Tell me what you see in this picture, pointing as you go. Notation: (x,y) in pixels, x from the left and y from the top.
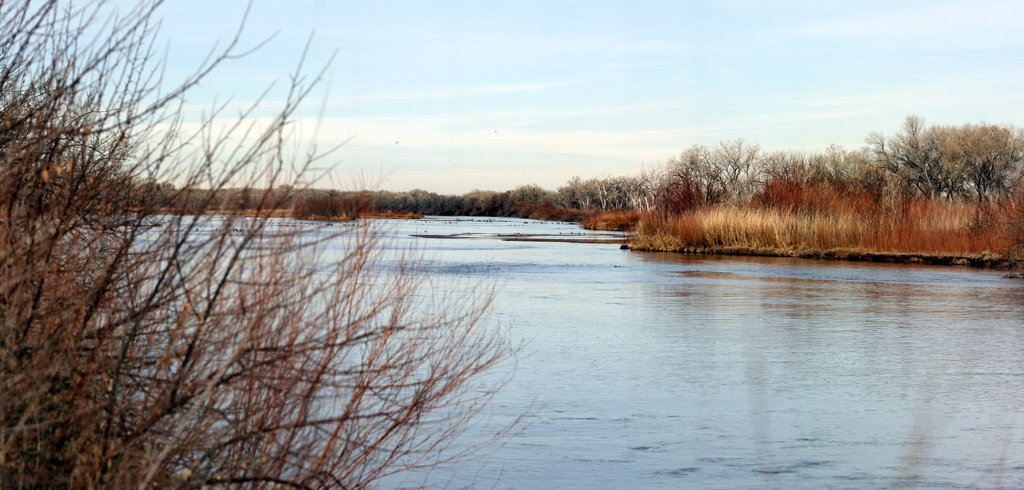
In this image in the center (563,262) there is one lake (835,349) and also there are some plants (53,294) in the foreground (224,413), and in the background (730,184) there are some trees (389,196) and at the top of the image (554,60) there is sky (629,97).
